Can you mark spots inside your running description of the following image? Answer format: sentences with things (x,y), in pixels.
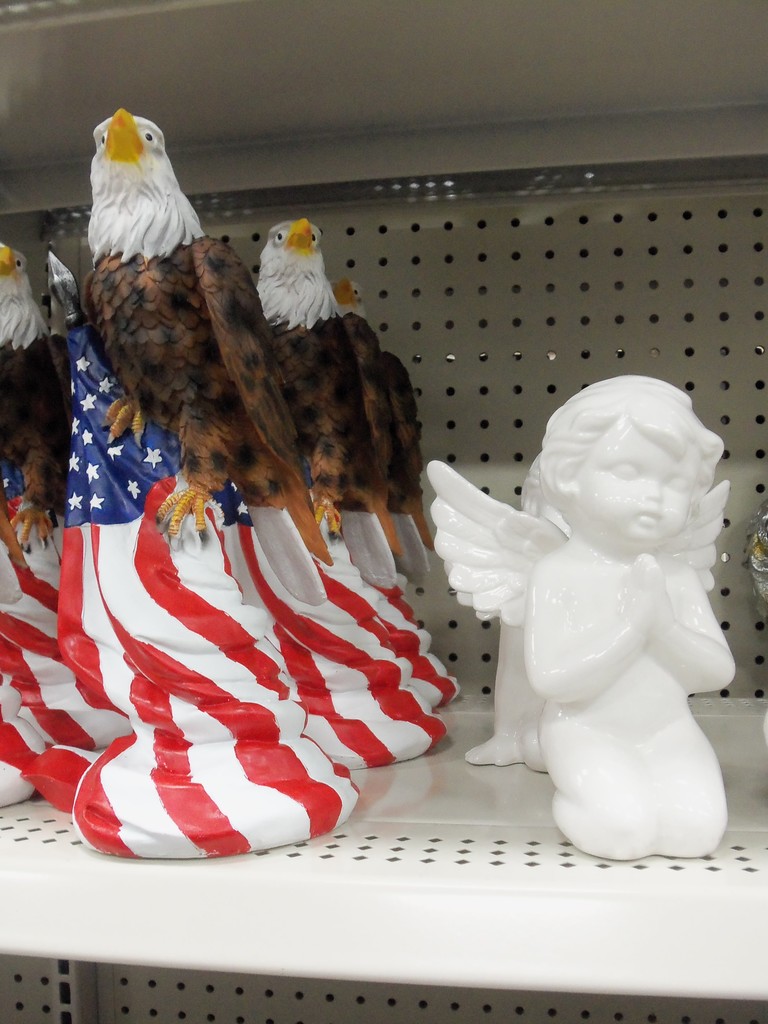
In this image I can see the toy statues (372,563).
